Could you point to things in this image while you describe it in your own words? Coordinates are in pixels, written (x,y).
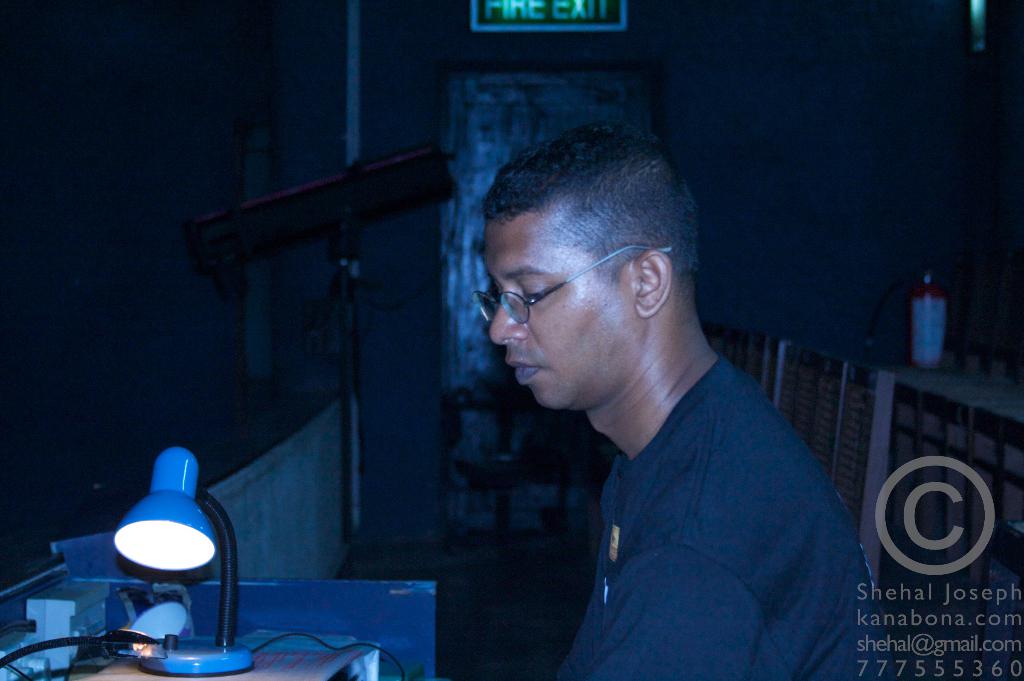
In this picture I can see a room (192,149) and a man (589,386) sitting on the chair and I can see a table lamp (229,610) on the table (336,640), a fire extinguisher (922,350) in the back (938,312) and I can see a board (582,23) with some text (601,11) on the wall (736,17). I can see text (906,517) at the bottom right corner of the picture (861,599).
